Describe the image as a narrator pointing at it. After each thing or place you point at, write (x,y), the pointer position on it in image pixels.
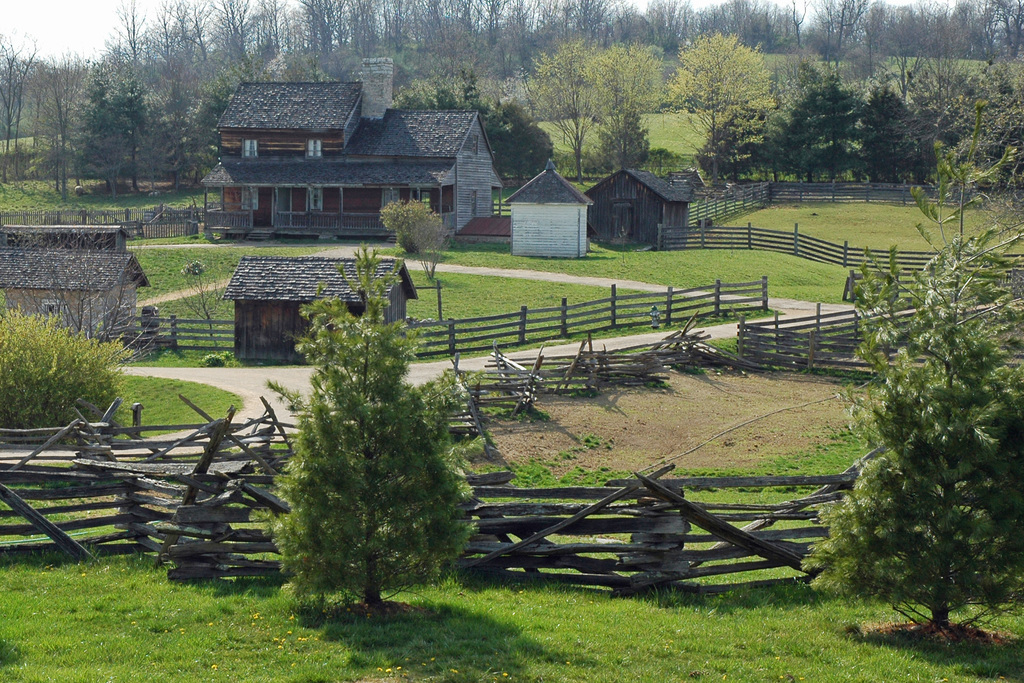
In this image there is a wooden fence (557,366). There are houses (519,232), trees (79,136). At the bottom of the image (619,655) there is grass (704,656) on the surface (763,643). At the top of the image (100,32) there is sky (156,12).
